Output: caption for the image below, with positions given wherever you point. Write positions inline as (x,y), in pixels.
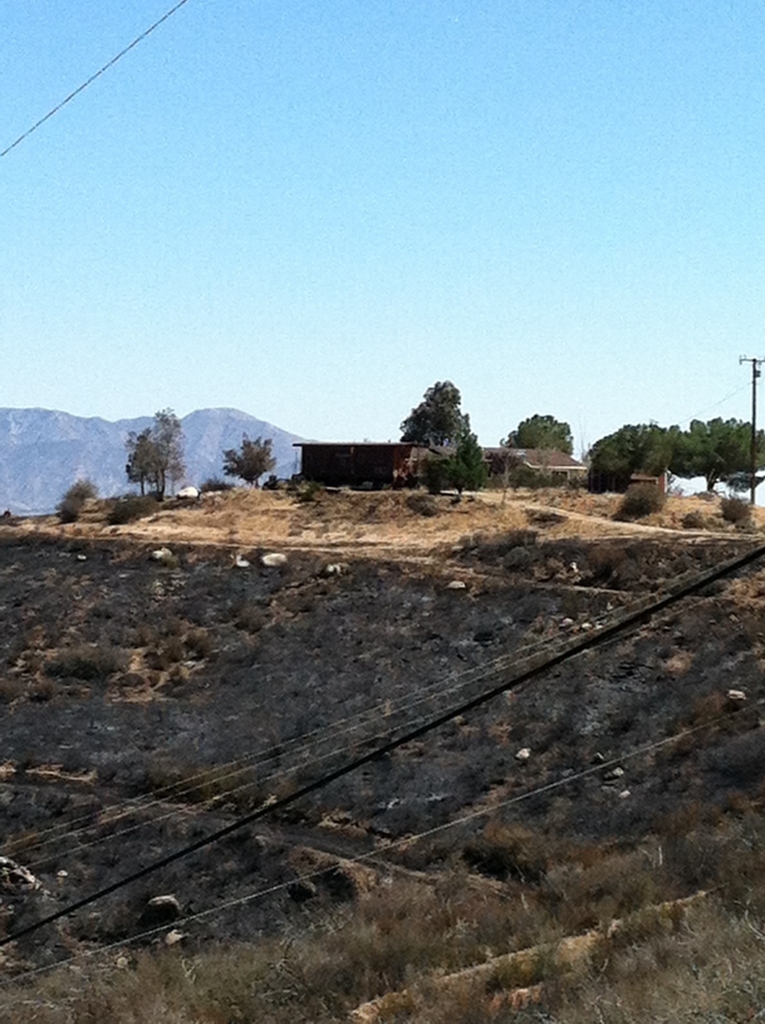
In this picture we can observe some grass (394,934) on the ground (365,934). There are some wires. We can observe a brown color house (425,456) on the ground (383,521). In the background (695,435) there are trees (247,443), hills (74,416) and a sky (325,179).
